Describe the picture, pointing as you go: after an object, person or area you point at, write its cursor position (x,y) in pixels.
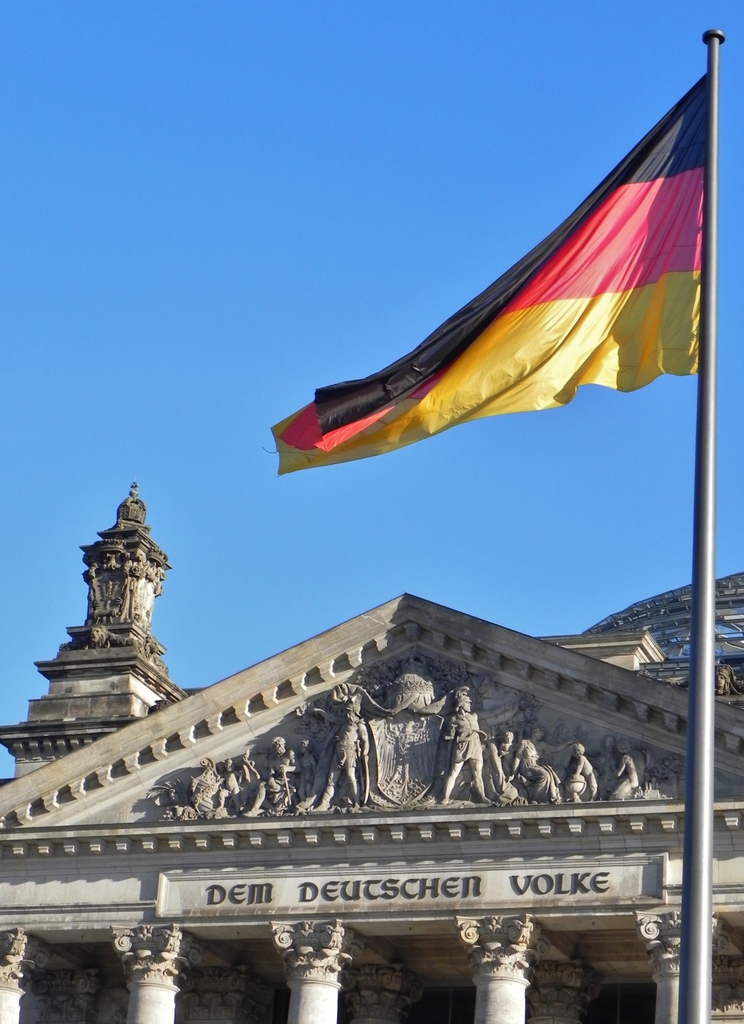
Here there is a building (390,784) on it there is a sculpture (410,754), here there is a flag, this is sky (240,216).
